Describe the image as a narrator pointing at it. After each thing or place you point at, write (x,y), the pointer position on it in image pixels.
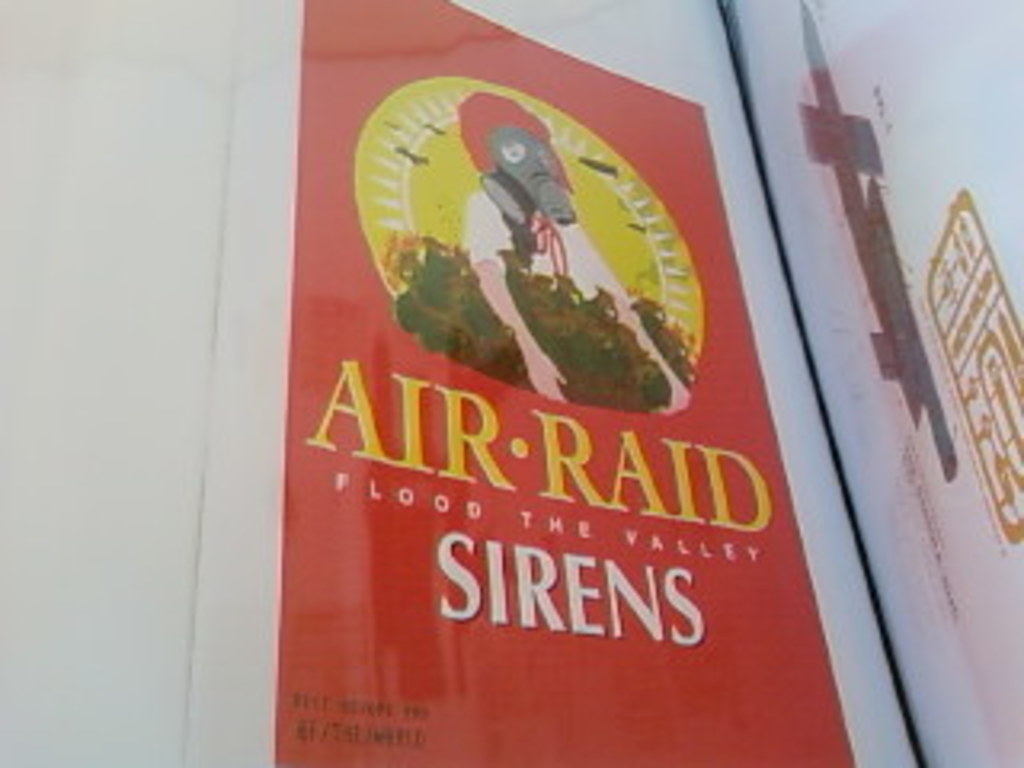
In this image in the center (614,437) there is one poster (646,201), on the poster (375,365) there is text (619,469) and in the background (845,504) it looks like a wall (233,388). On the right side (819,273) there is a wall (885,172), on the wall (873,178) there is drawing (962,304).
